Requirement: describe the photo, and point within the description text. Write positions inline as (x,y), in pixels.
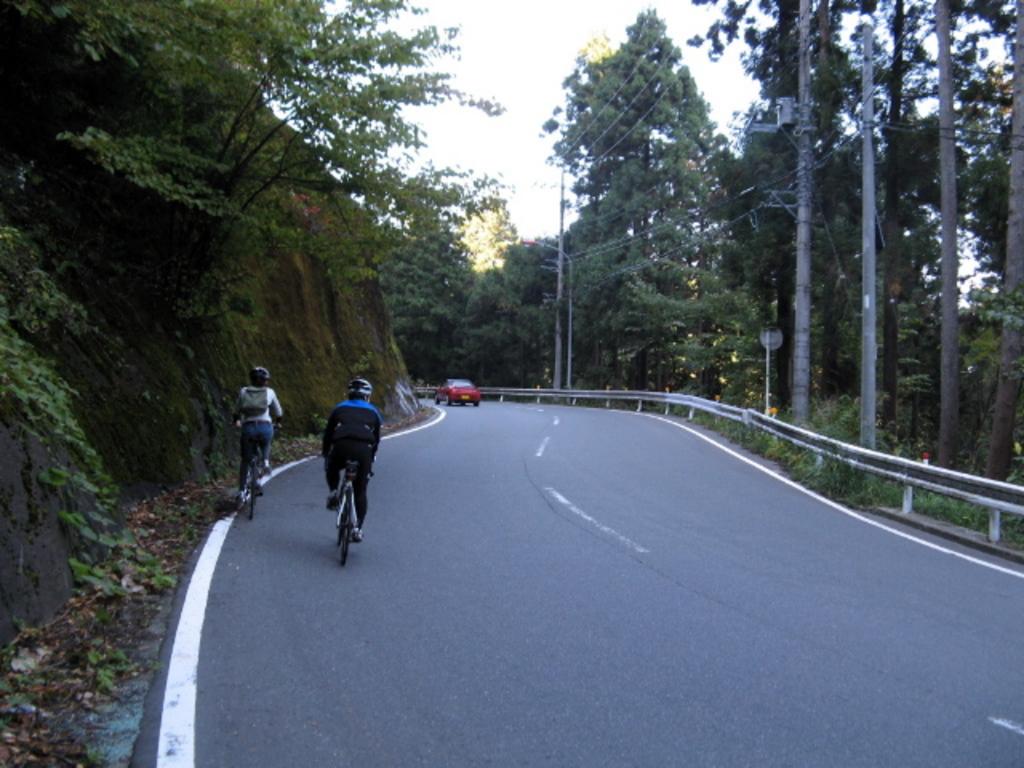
In this image, we can see two people (239,494) are riding a bicycle (348,522) on the road (483,568) and wearing a helmet (353,391). Background (451,386) we can see a car (456,398), trees (983,383), poles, plants (18,372), wires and sky (537,191).
